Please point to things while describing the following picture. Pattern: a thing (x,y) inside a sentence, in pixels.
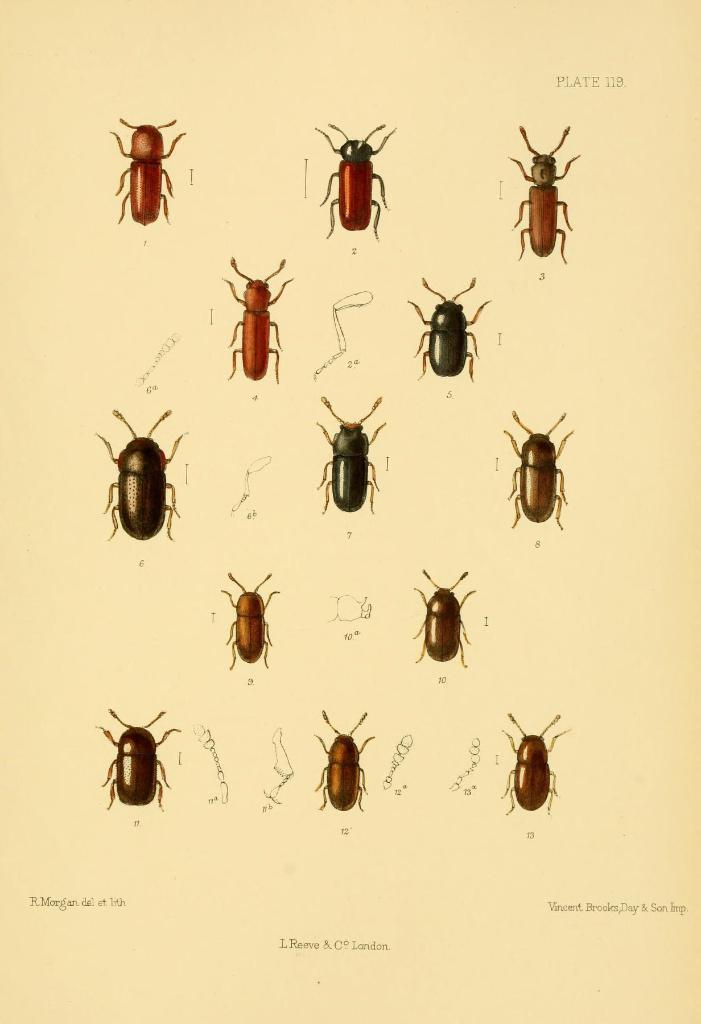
In this image there is graphical images (240,651) of insects (342,752) and there are some text (346,944) written on the image.
